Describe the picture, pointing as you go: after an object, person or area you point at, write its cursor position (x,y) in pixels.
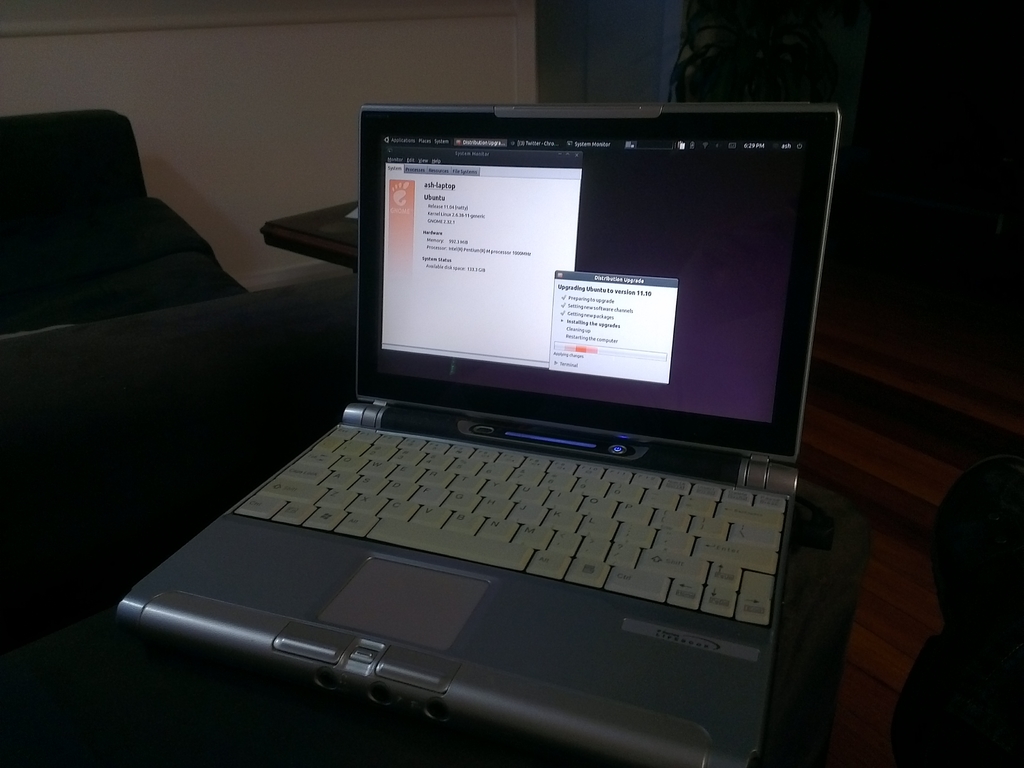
In this picture we can see a laptop (583,620) in the front (403,479), on the left side (195,358) there is a chair (193,357), we can see table (291,246) in front of it, in the background (294,70) there is a wall (315,52), we can see a plant (756,45) here.
